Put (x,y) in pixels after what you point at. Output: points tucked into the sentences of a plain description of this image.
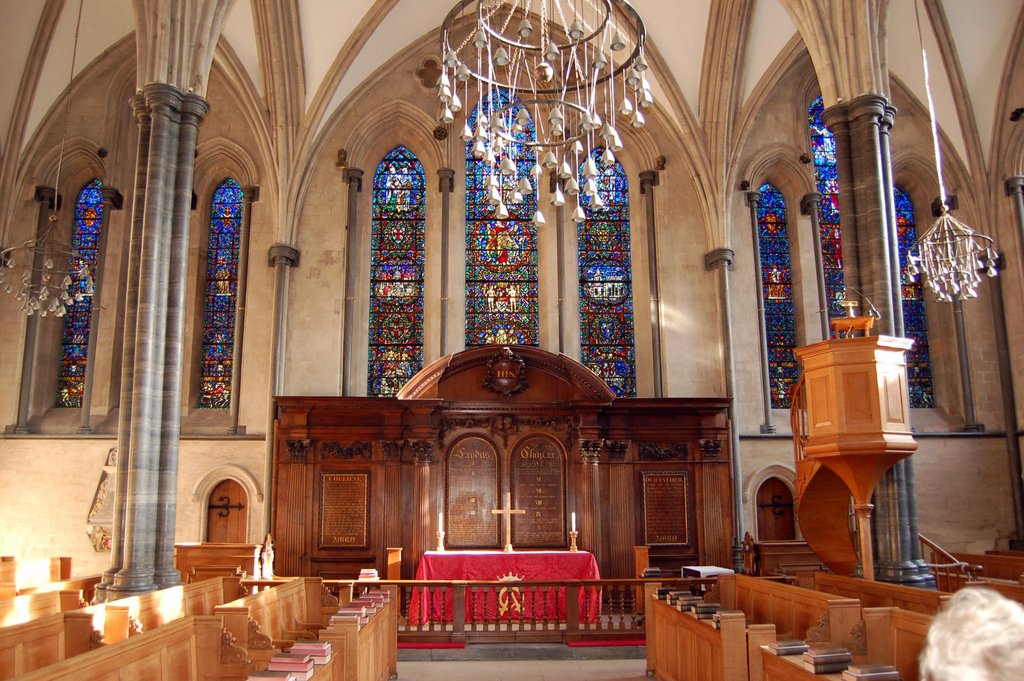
This image is taken in a church (263,433). In the background (260,298) there are a few walls (957,337), stained glasses (376,269) and windows (511,214). At the top of the image (521,118) there is a chandelier (537,102). In the middle of the image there are two pillars (865,133). There is a wooden work (404,475). There is a table (510,565) with candle holders (441,535), candles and a cross symbol (510,548) on it. There is a railing (458,589). There are a few objects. On the right side of the image (965,265) there is a chandelier (965,265). At the bottom of the image (994,633) there is a person (932,637) and there are a few wooden works (275,623).
